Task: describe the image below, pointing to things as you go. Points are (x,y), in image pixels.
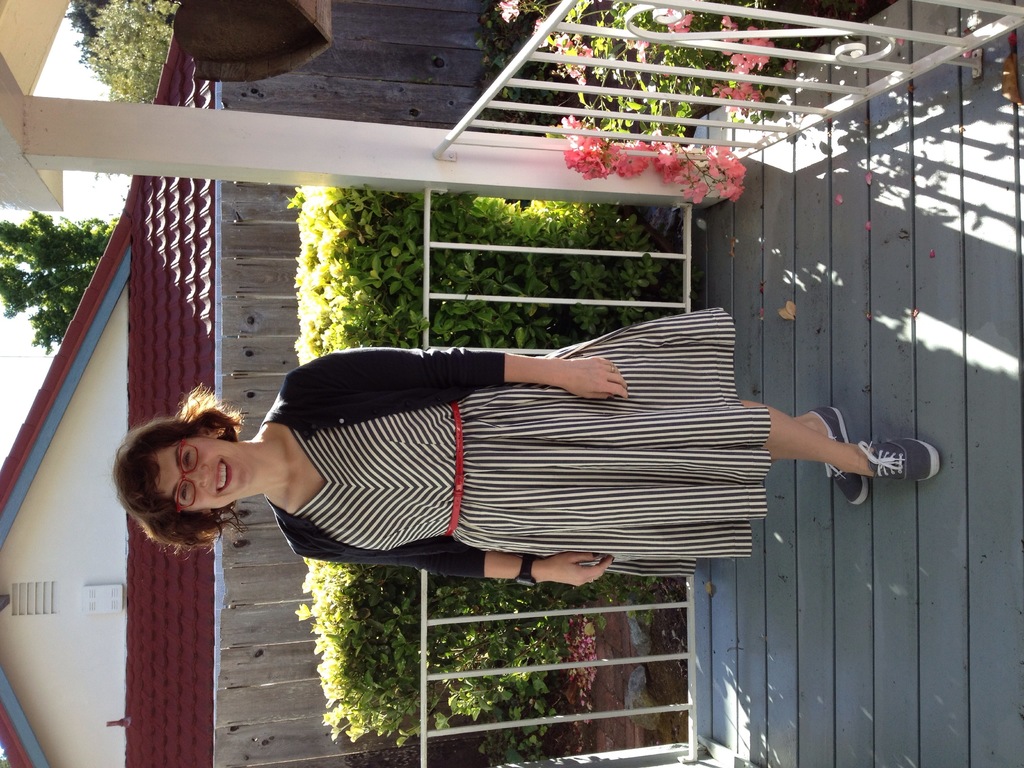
In this image, I can see a girl (927,476) standing on the wooden deck (881,496), in this image I can see many flowers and plants (378,288) at the back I can see the house (74,440), background (12,352) is white.
